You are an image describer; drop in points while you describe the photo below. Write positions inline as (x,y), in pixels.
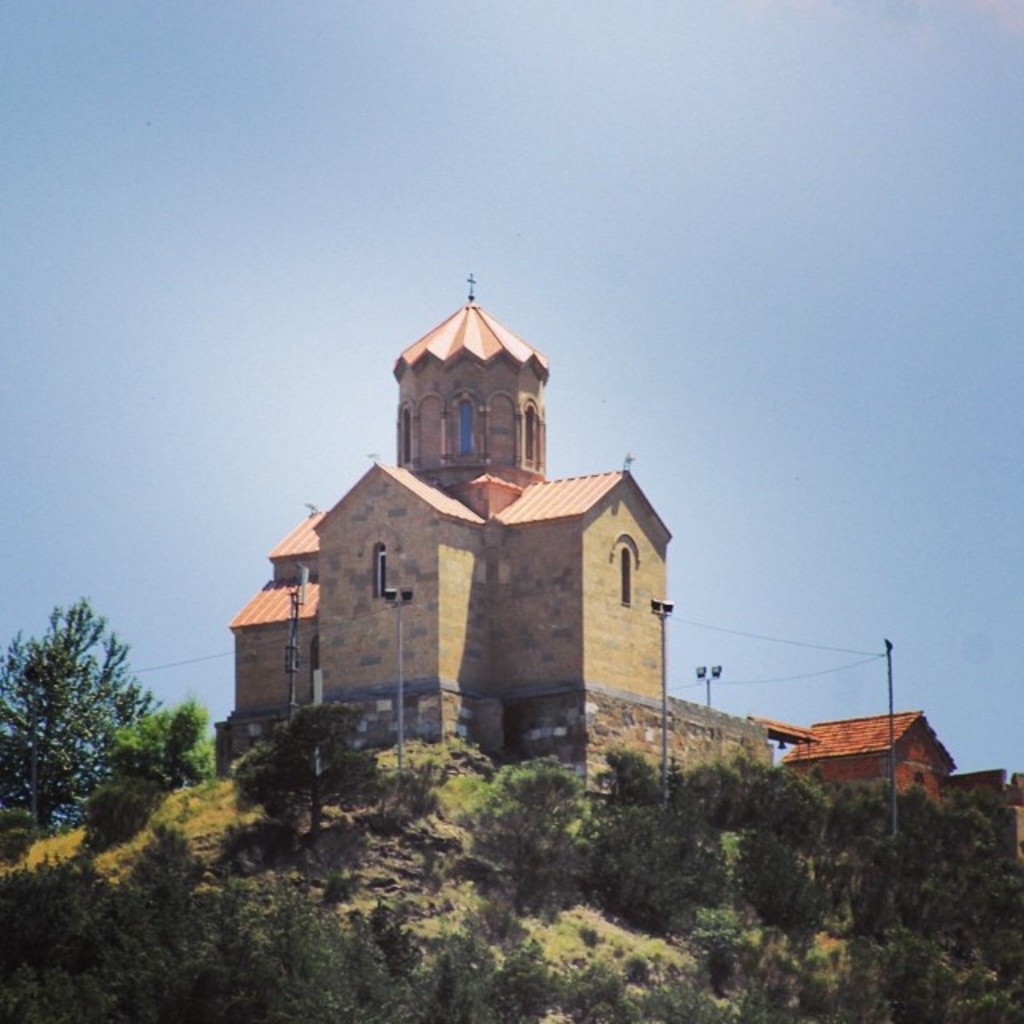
At the bottom of the image (311,781) there is a hill (235,792), on the hill (220,792) there are some trees (617,884) and poles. In the middle of the image (537,369) there is a building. Behind the building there are some clouds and sky (535,129).
